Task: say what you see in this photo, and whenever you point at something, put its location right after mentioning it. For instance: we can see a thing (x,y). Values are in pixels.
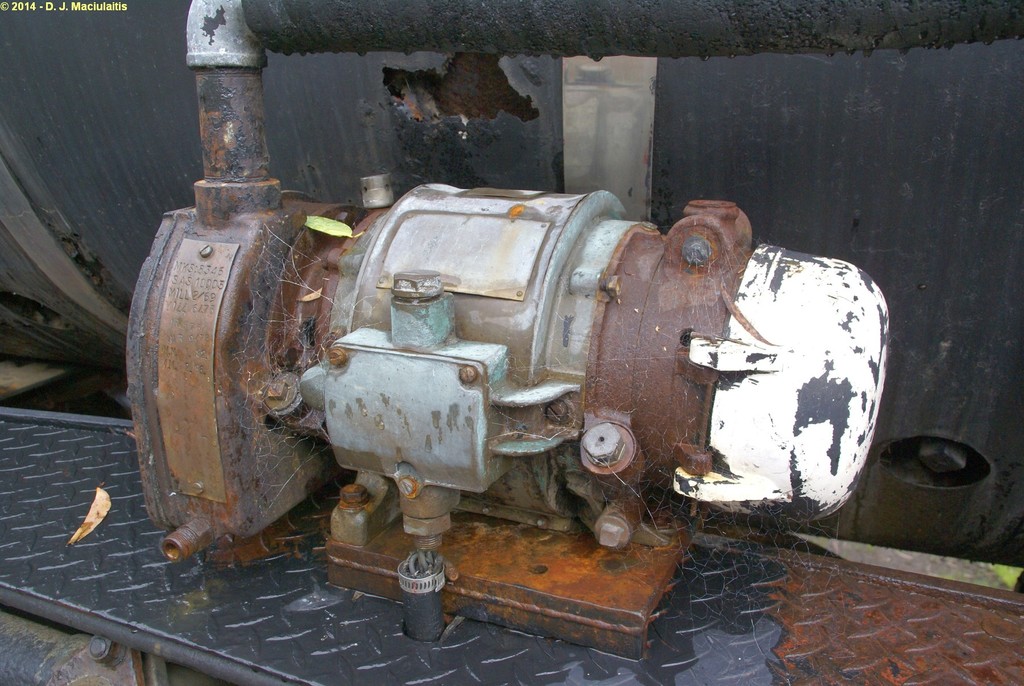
In this image I can see a motor (429,518).
